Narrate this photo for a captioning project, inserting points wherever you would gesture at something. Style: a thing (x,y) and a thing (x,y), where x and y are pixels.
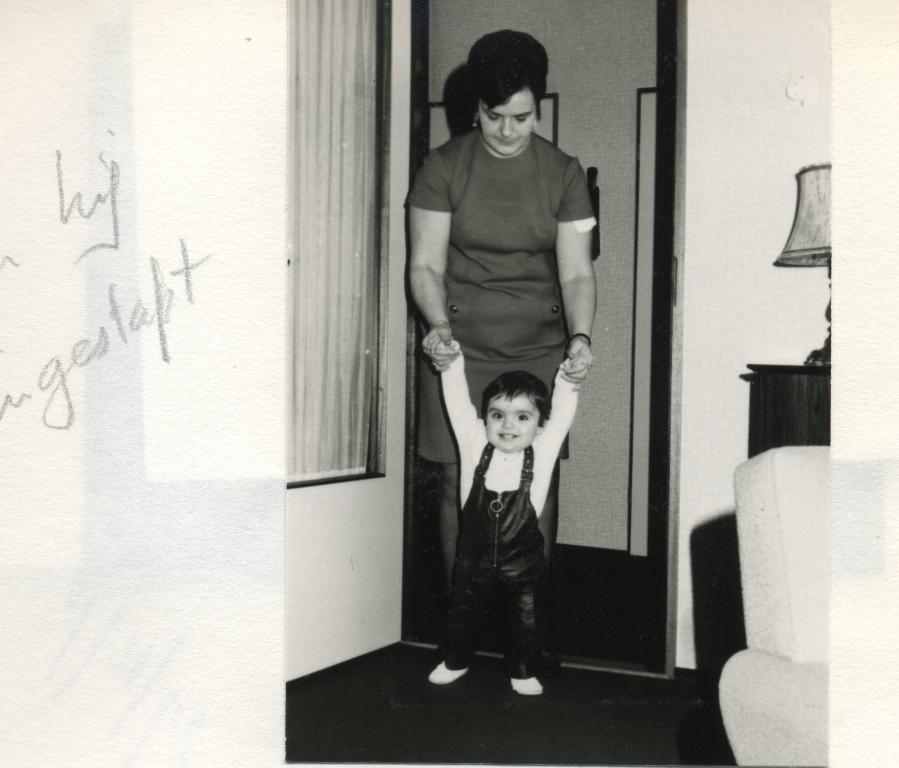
This is a black and white image. In this image we can see a lady (523,306) and a child (504,519). There is a door (641,486). On the left side (86,254) there is text (104,241). Also there is a lamp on the right side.
